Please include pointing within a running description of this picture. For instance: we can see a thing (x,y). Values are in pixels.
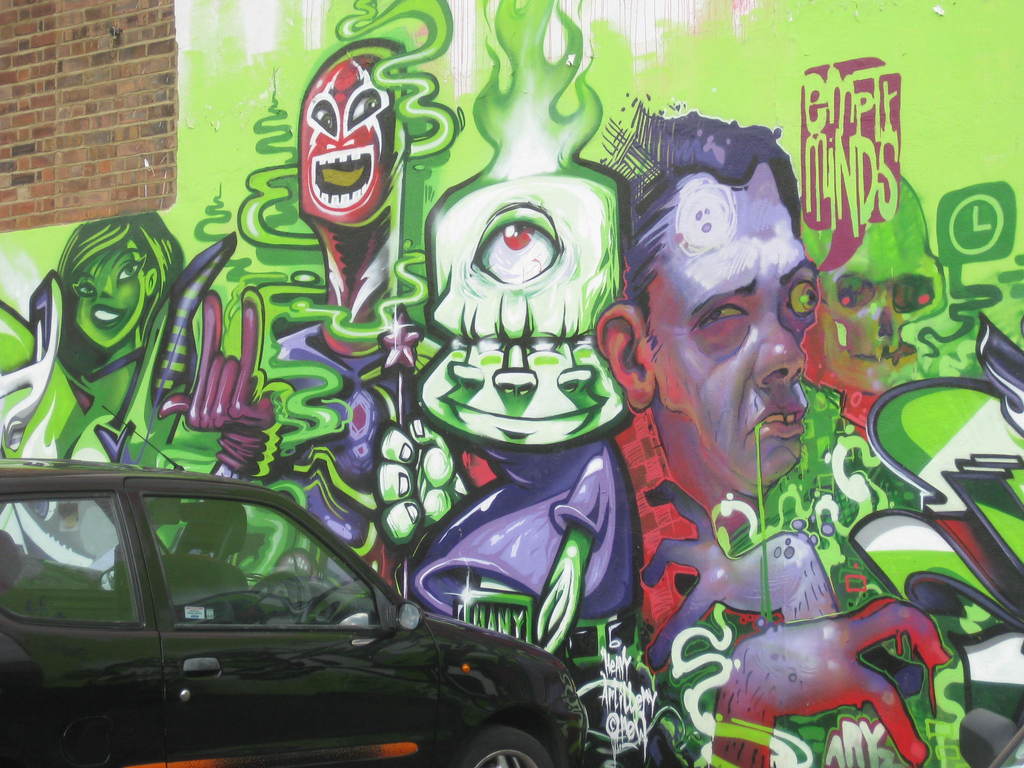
In the left bottom of the picture (299,629), we see a black car (256,686). In the middle (431,325), we see a wall graffiti (506,293) and it is in green, red and purple color. In the left top (89,128), we see a wall (89,113) which is made up of brown colored bricks (89,131).
